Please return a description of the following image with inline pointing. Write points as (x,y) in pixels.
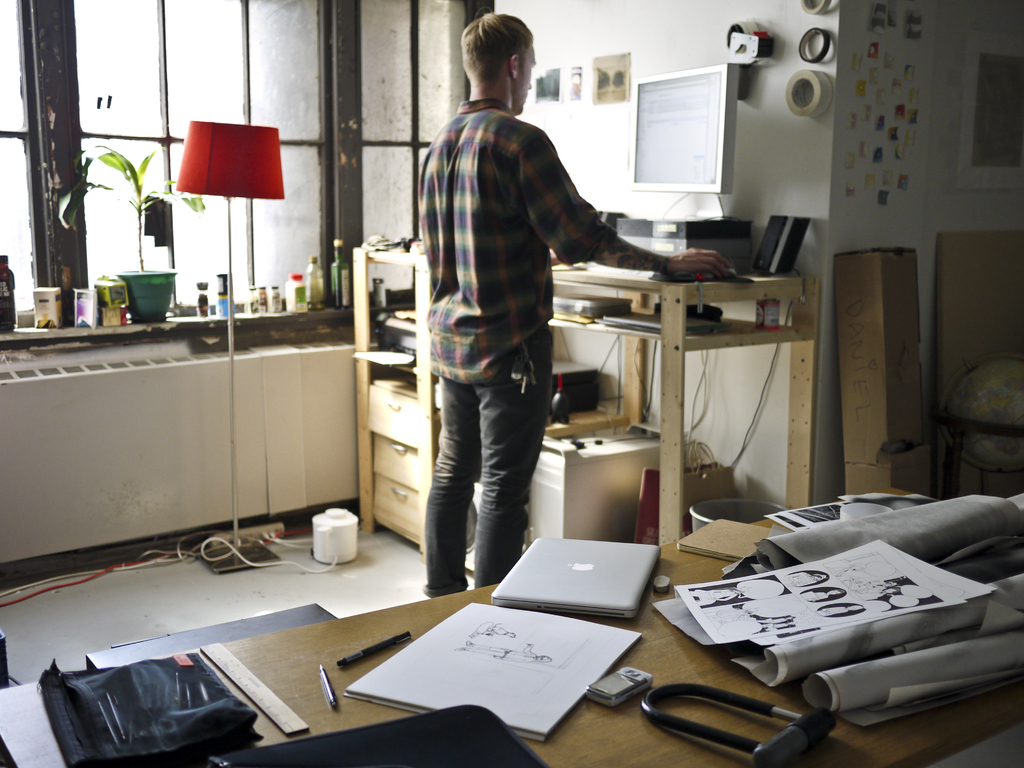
there is a man (467,351) Standing and operating a computer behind him there is a lamp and a pot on the window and on the other table (998,698) there is a laptop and some papers (467,679) on it.
